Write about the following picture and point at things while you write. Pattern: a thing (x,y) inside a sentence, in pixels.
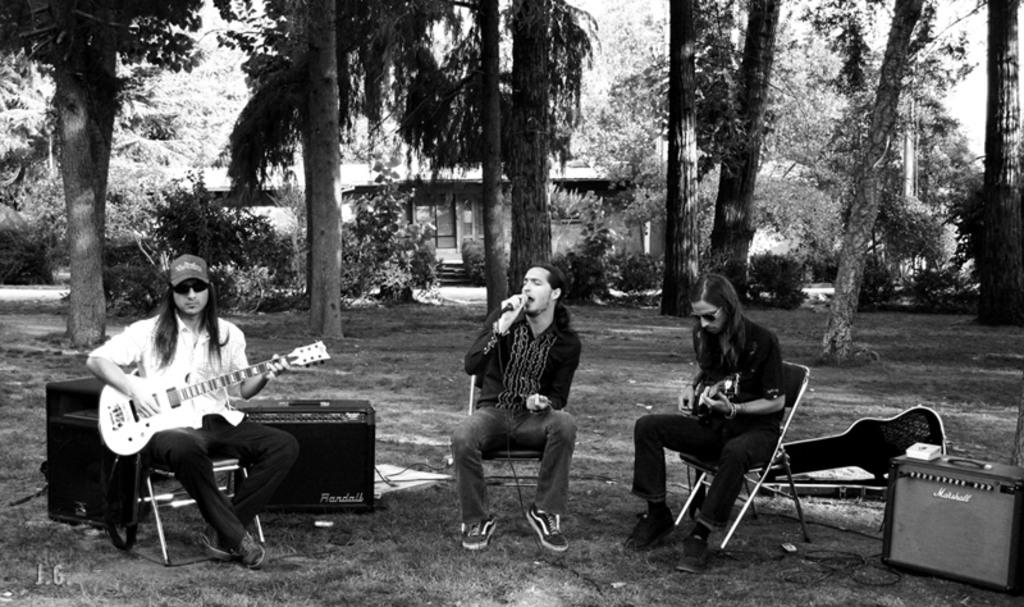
There are three people (179,450) sitting on a chairs (235,463). They are playing musical instruments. We can see in background (551,189) trees (535,192) and sky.
